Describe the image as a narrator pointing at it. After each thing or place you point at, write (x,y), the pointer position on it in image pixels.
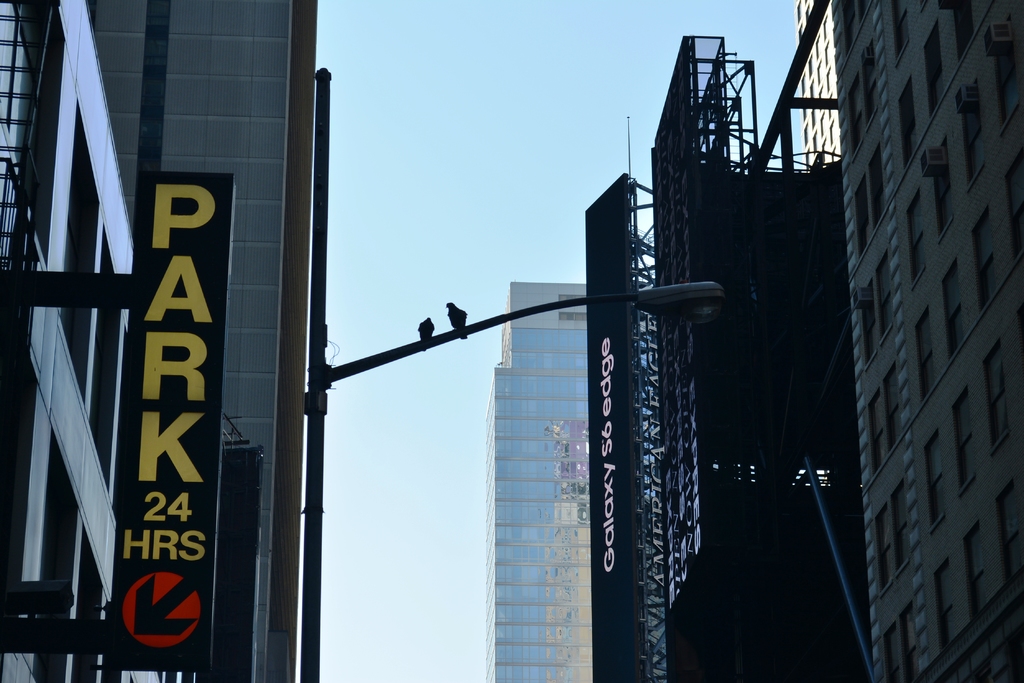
In the image we can see there are buildings (956,361) and there is a hoarding (202,409). There is a street light pole (417,342) on which two birds (456,319) are sitting on it.
